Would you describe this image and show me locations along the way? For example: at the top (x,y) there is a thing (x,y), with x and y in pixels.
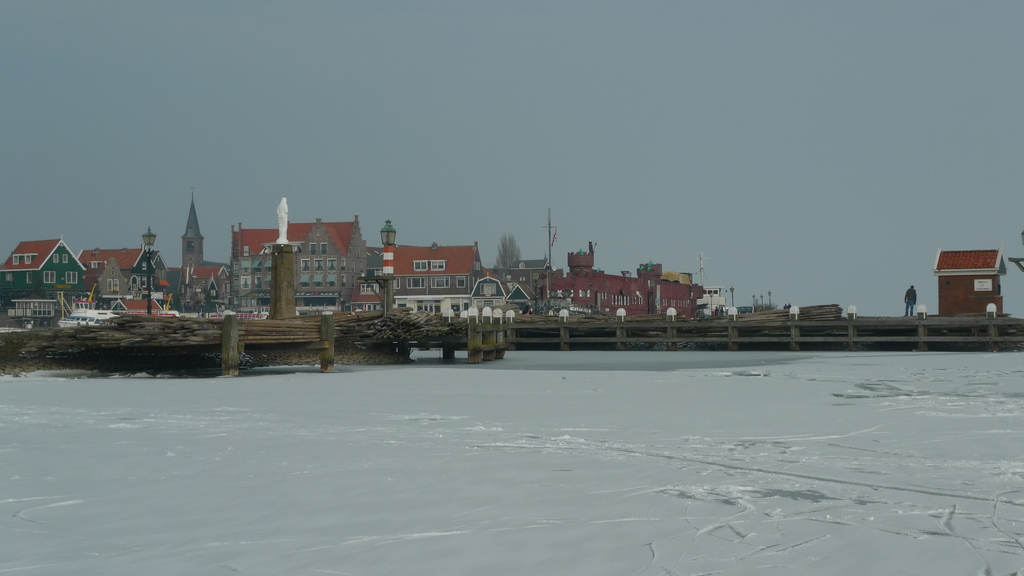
In this image I can see the wooden sticks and railing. There are many buildings (348,292) in the back (338,273). I can also see the light pole (389,282) in-front of the building (407,283). To the right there is a person (914,290) standing. In the back (437,94) I can see the sky (536,146) and these houses (338,284) are on the land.
